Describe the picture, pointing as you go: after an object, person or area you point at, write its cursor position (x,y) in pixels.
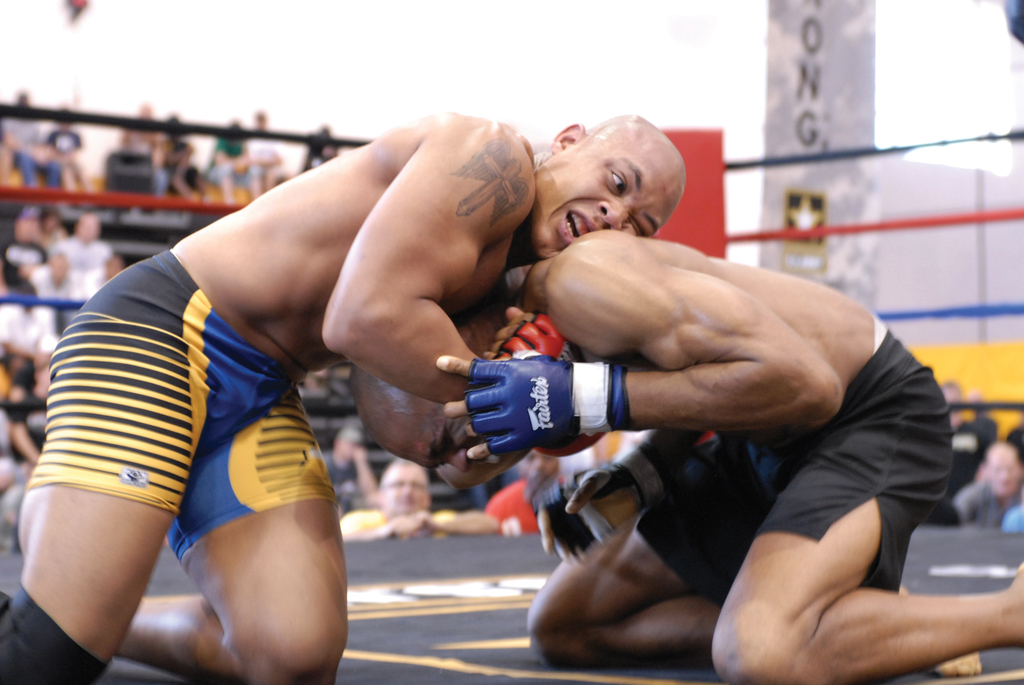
In this image, we can see people (615,235) wrestling and are wearing gloves (504,345). In the background (725,235), there are people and we can see some boards (824,146). At the top (435,36), there is a wall (336,111) and at the bottom (436,599), there is a floor (430,621).
